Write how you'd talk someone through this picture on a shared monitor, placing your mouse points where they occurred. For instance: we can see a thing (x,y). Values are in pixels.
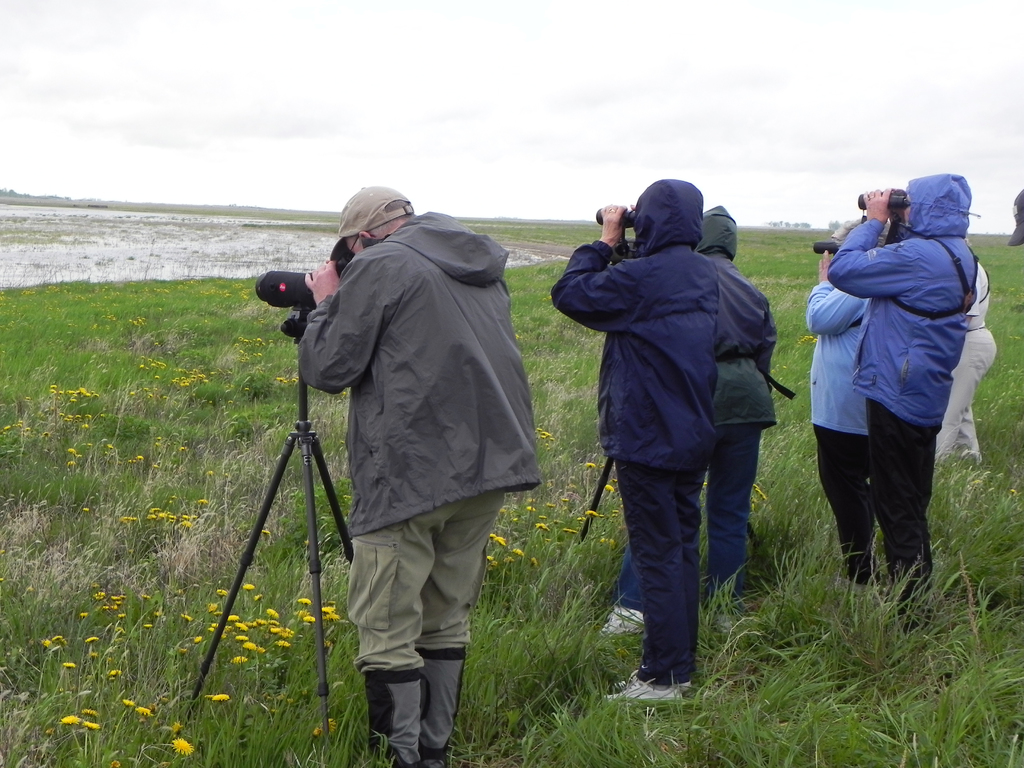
In this image we can see the people (589,275) standing and holding the binoculars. We can also see the stands (317,609), grass (600,512), flowers (270,614) and also the sky (475,66).
